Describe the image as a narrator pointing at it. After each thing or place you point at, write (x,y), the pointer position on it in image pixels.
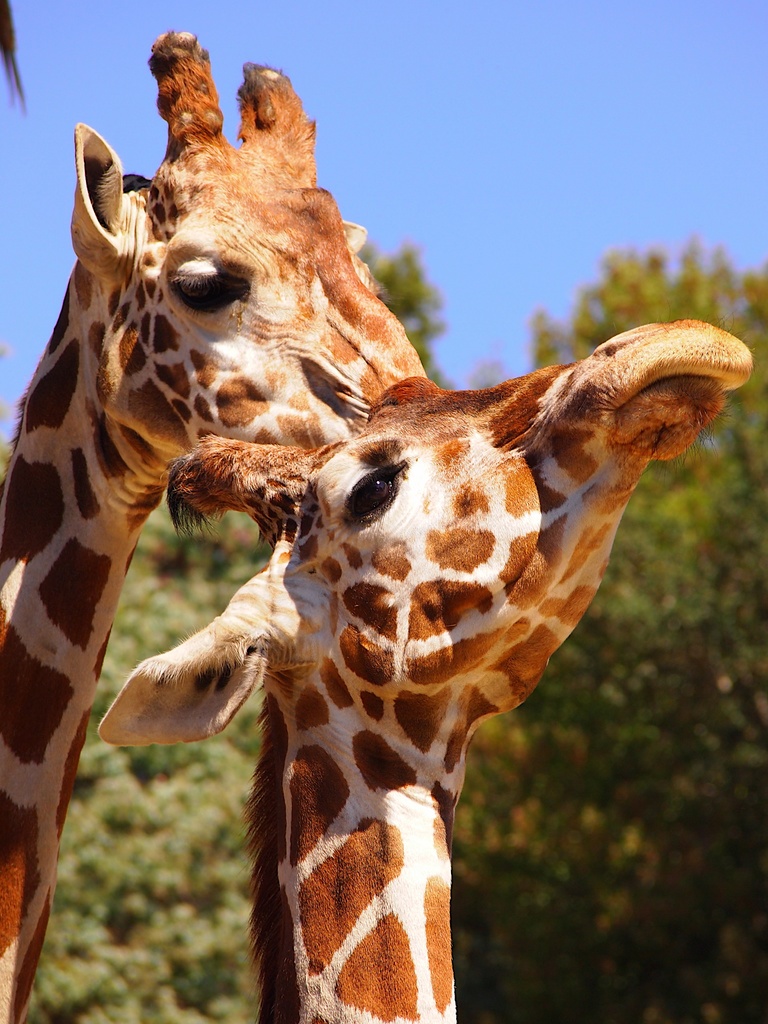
In the foreground of the picture (156,415) there are giraffes (251,413). In the background (133,783) there are trees (659,759) and sky (479,167).
